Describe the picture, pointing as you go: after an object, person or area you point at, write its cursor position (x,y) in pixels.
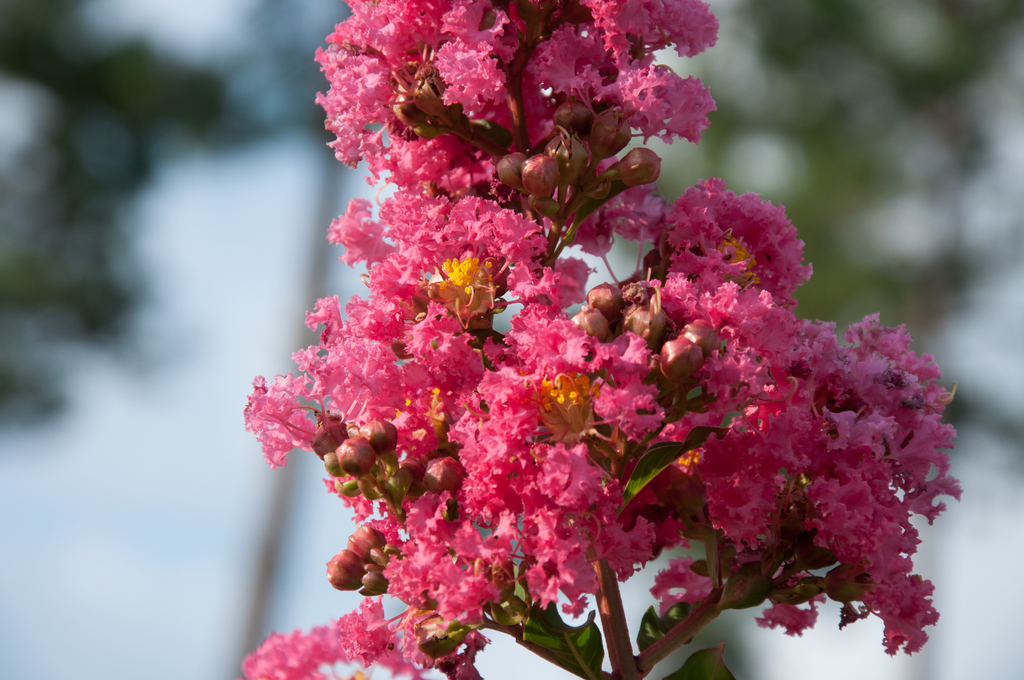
In this image in the front (519,376) there is flower (723,519) which is pink in colour and the background (877,188) is blurry.
